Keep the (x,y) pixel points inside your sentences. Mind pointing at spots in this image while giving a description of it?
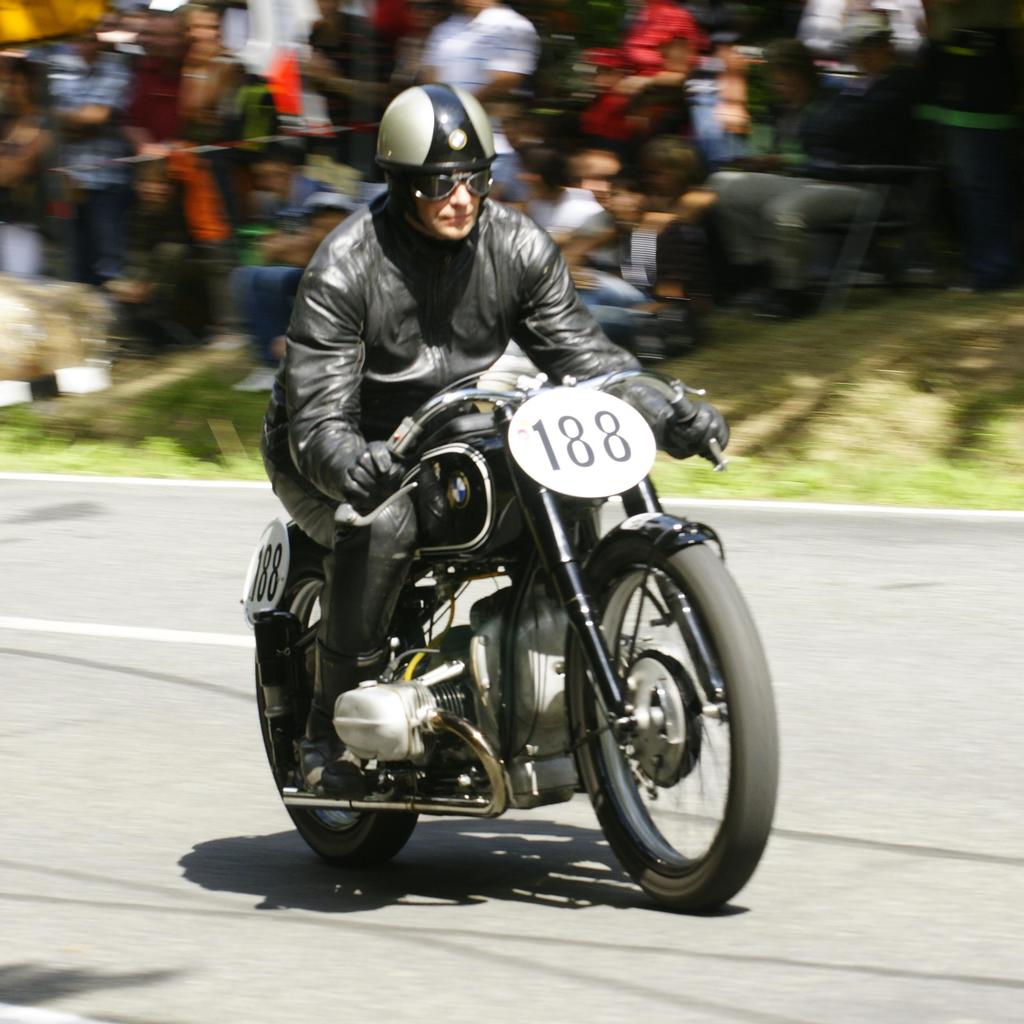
A black coat guy (313,263) who is wearing an helmet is riding a bike (443,492) which is named as 188. In the background (311,128) we observe many spectators (296,122).
